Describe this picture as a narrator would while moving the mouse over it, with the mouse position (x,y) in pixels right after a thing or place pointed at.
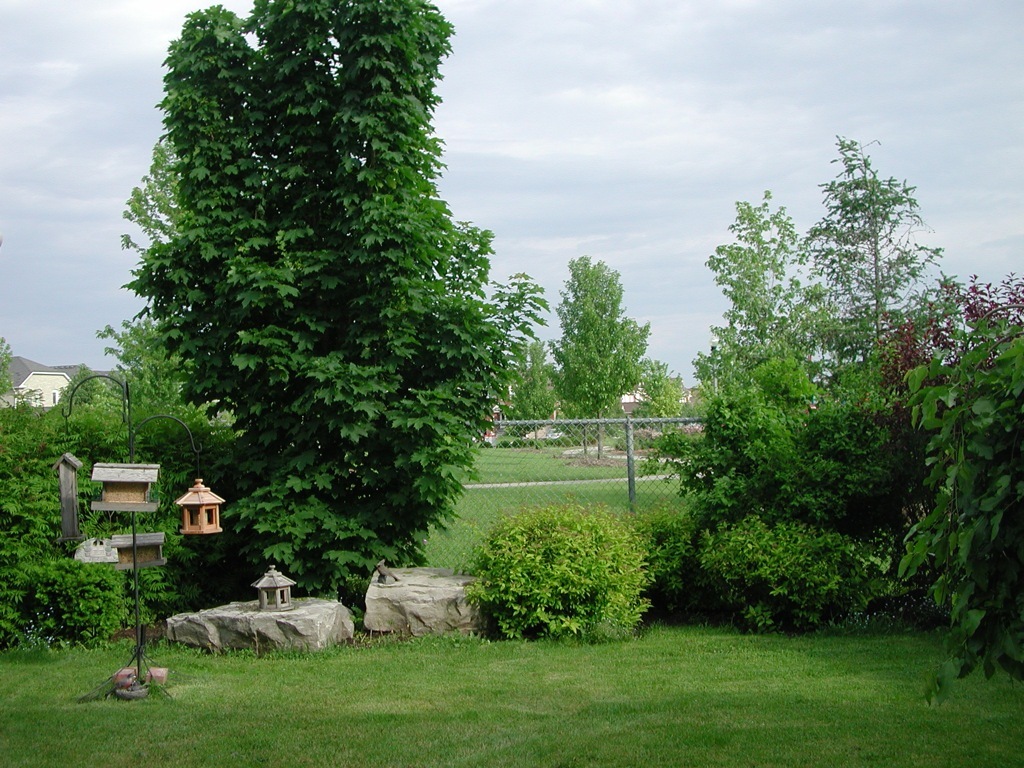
On the left side (324,361) there are green trees (328,381), in the middle (569,451) it's an iron net (617,479). At the top (725,104) it's a sky (737,115).
